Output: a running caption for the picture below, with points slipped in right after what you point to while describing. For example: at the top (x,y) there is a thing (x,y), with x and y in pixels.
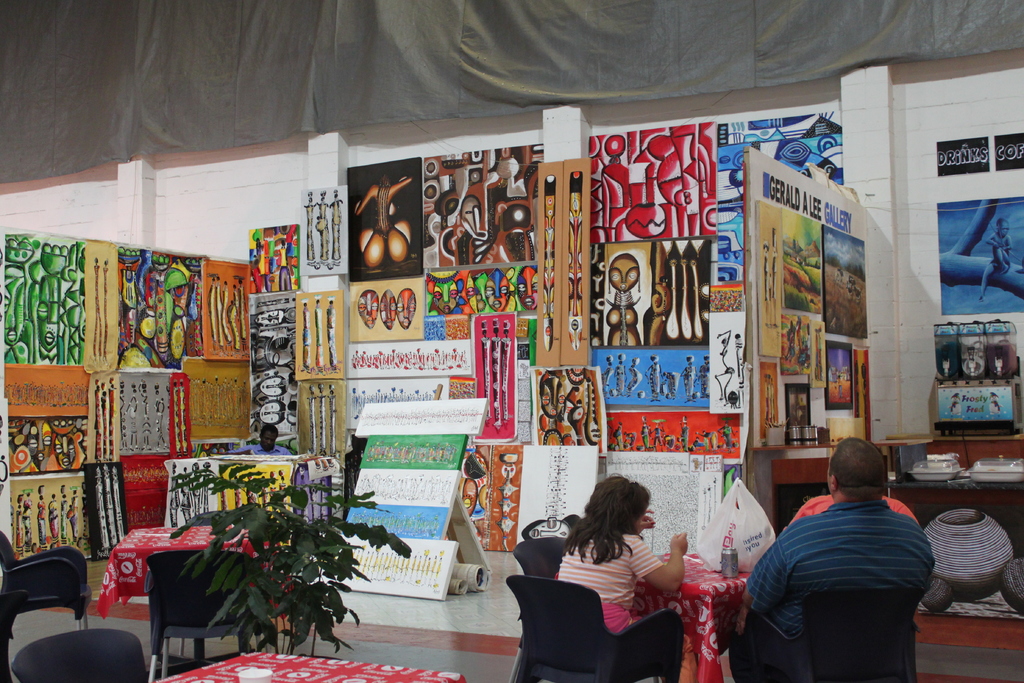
there are many frames (557,278) present in the room (344,361) there are three persons (762,606) sitting around the table (706,653) on the chair (551,651) there are house plants (246,575).
